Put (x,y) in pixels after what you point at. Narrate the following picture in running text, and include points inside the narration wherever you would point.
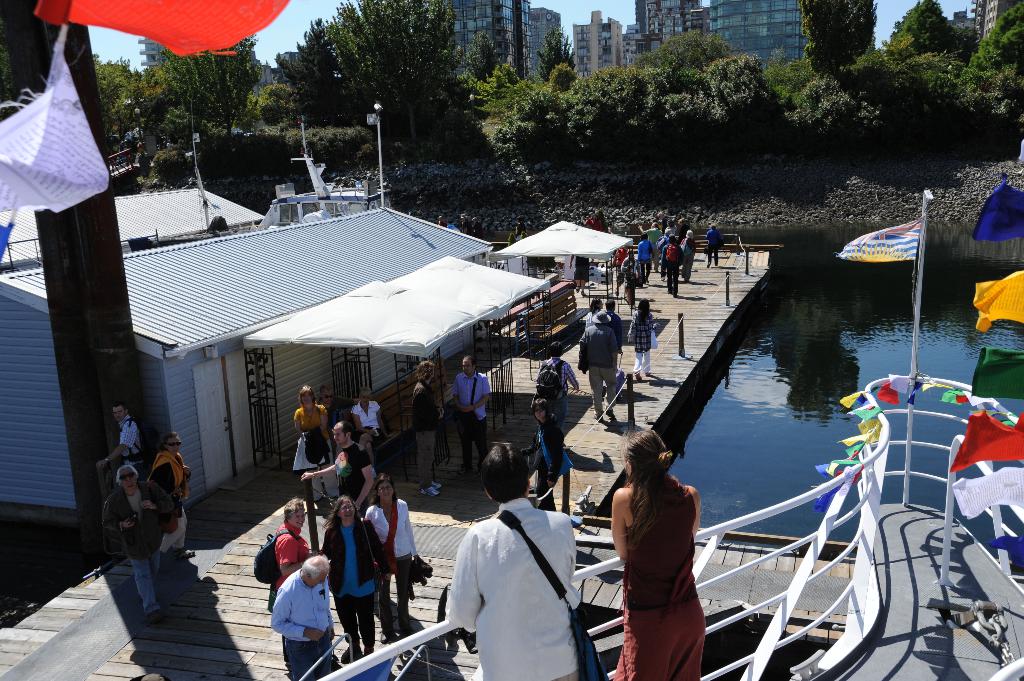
In this image, we can see people (471,555), shelters (16,239), water (689,445), tents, decorative objects (993,318), pole (919,308) with flag (909,247). Few people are on the wooden surface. At the bottom of the image (664,540), we can see two persons (666,548) standing near to the railing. At the top of the image (566,127), there are few trees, poles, buildings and the sky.
